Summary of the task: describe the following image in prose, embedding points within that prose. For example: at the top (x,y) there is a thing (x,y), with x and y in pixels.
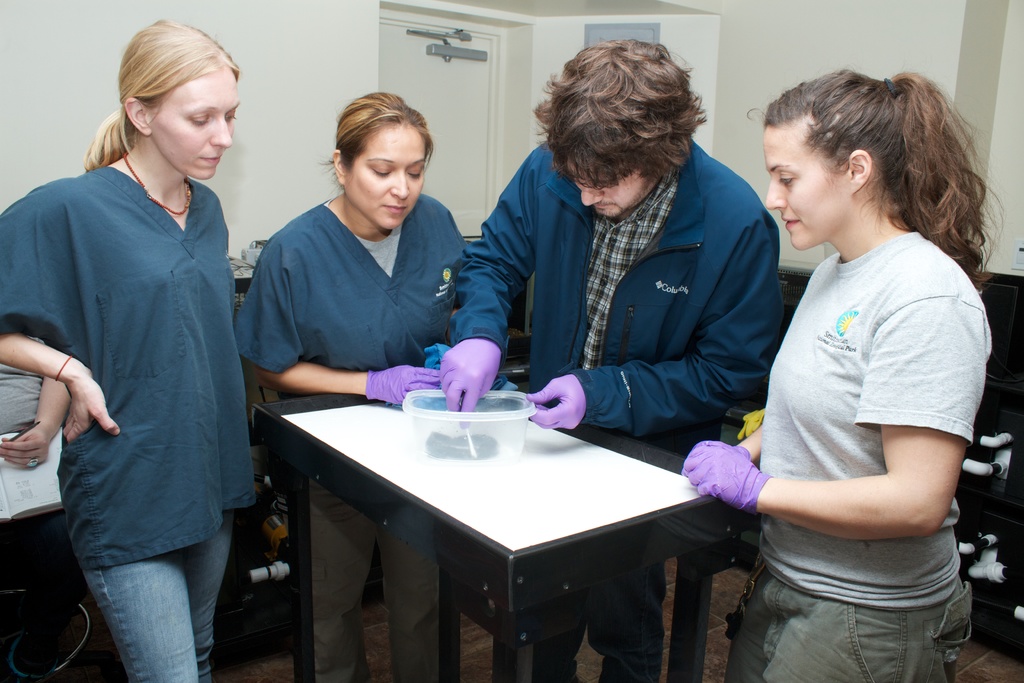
In the picture we can find four persons (672,352) standing, There are girls (833,152) and one is man (717,314) they are standing near the table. In the background (263,149) we can find a door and the wall (510,149). And on the table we can find some box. The persons (569,305) are checking something in that box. They are wearing a violet gloves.
